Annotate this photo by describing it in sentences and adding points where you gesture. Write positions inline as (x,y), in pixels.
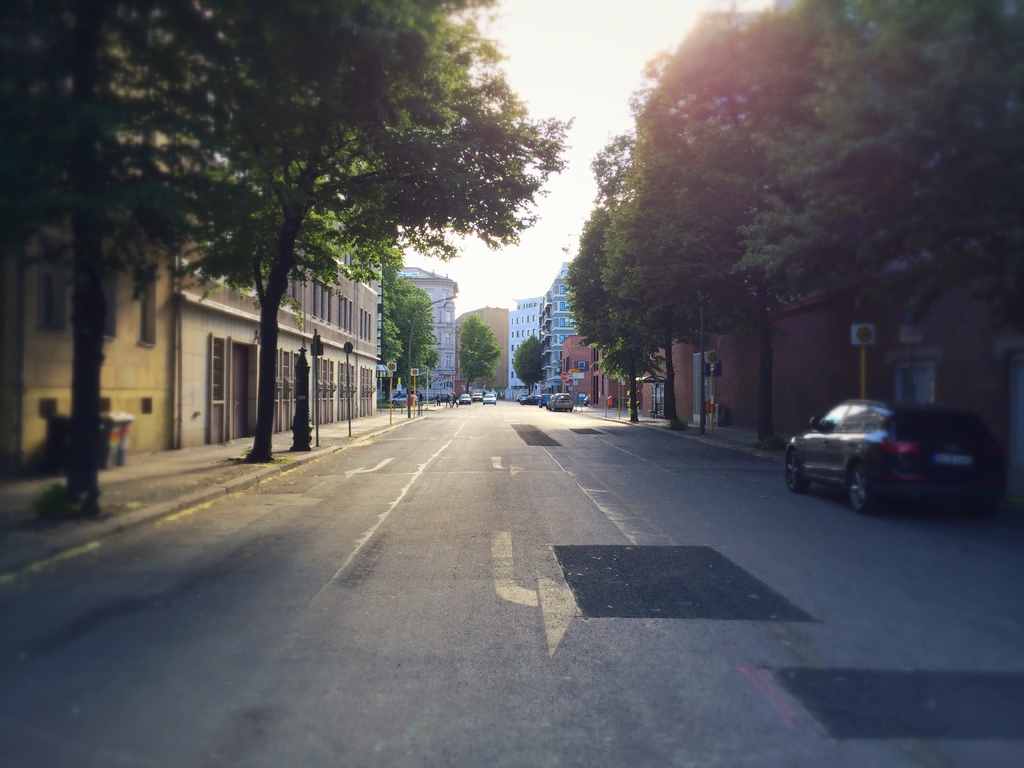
In the center of the image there are cars (864,405) on the road (657,550). There are boards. On the right side of the image (831,394) there is a wall (835,336). In the background of the image (511,285) there are trees (935,268), buildings (49,358) and sky (575,156). On the left side of the image (124,446) there are dustbins (62,434).
